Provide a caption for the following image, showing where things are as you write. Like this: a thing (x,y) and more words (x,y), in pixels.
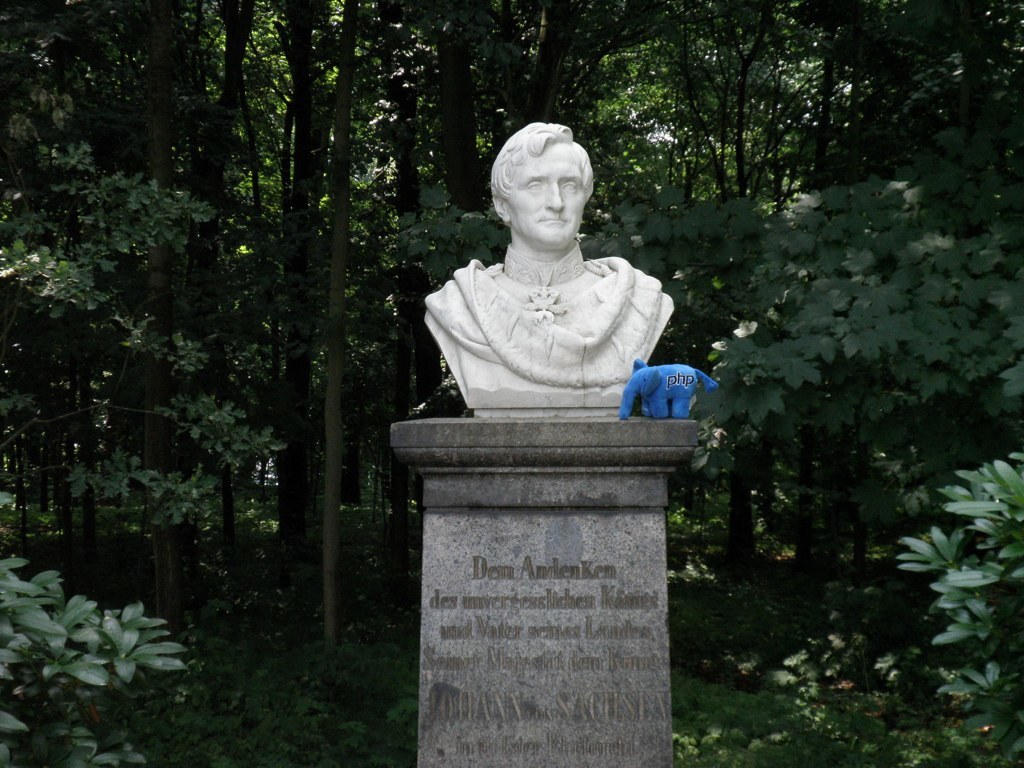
In this image we can see the sculpture (571,396) and a toy elephant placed on the stand (636,651) and has some text (525,624) on it. We can also see a group of trees (704,390) and some plants (163,710).
